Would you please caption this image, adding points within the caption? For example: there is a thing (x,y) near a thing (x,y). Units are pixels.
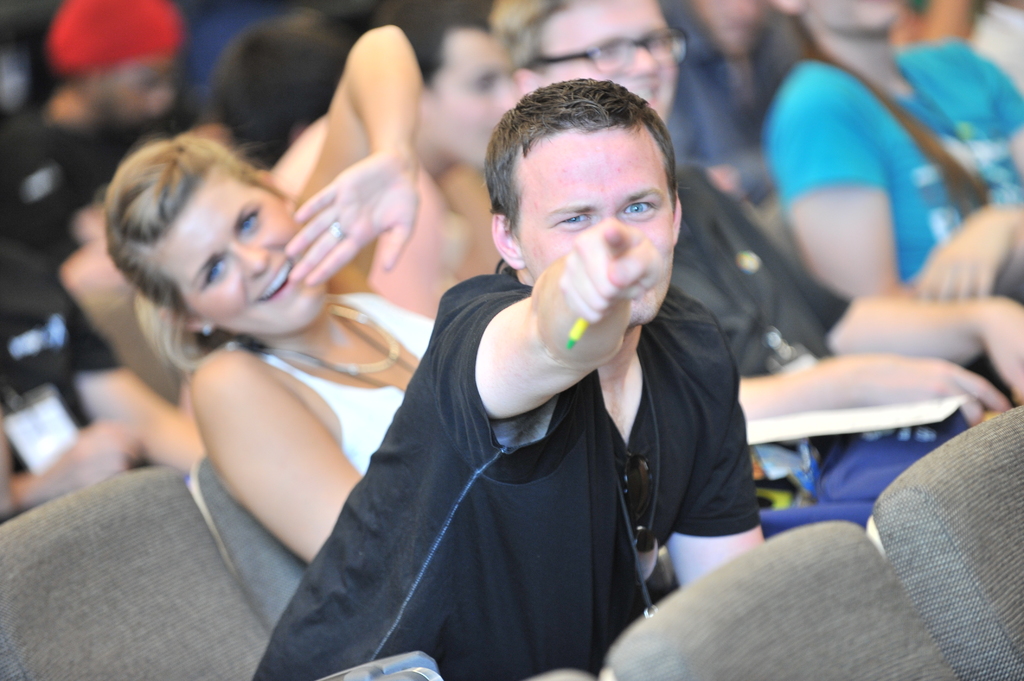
In this picture we can see some people (319,152) sitting on chairs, a person (588,205) in the front (561,438) is pointing his finger (622,259) towards something.
